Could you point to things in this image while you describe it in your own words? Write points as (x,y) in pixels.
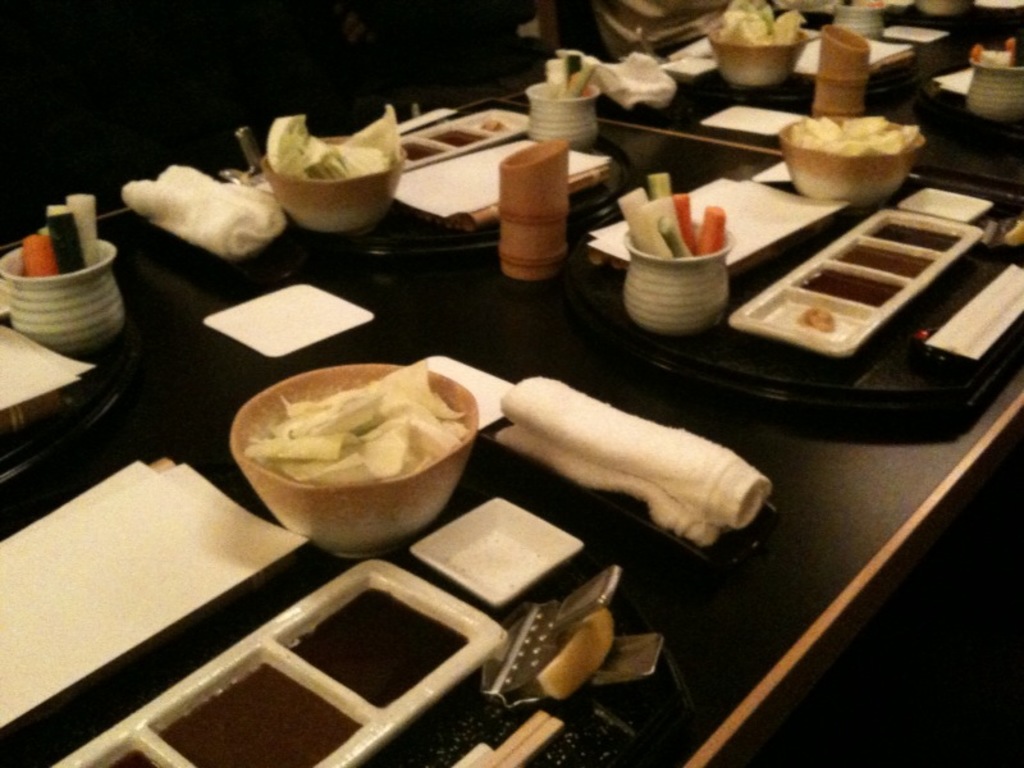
In the foreground of the picture (513,223) there is a table (234,347), on the table (304,348) there are bowls (295,490), plates (751,366), tissues (499,385), towels (531,404), food items (877,151), cups (509,255) and various objects (541,271).
